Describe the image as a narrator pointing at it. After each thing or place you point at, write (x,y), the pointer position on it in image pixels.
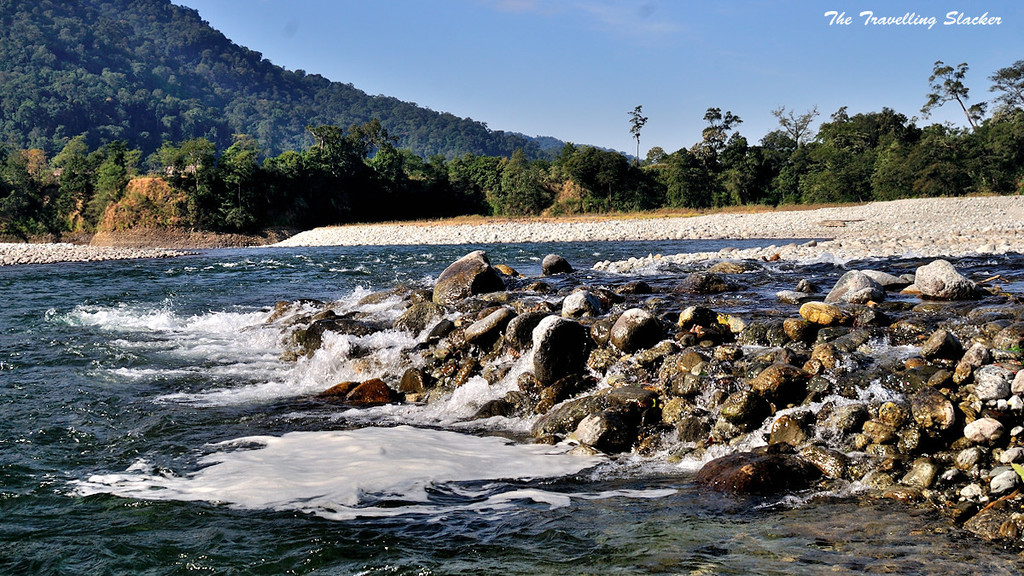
In the image I can see the water (295,363), rocks (625,268), trees (541,187) and the sky (434,70) in the background (504,59). On the top right corner of the image (952,26) I can see a watermark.
